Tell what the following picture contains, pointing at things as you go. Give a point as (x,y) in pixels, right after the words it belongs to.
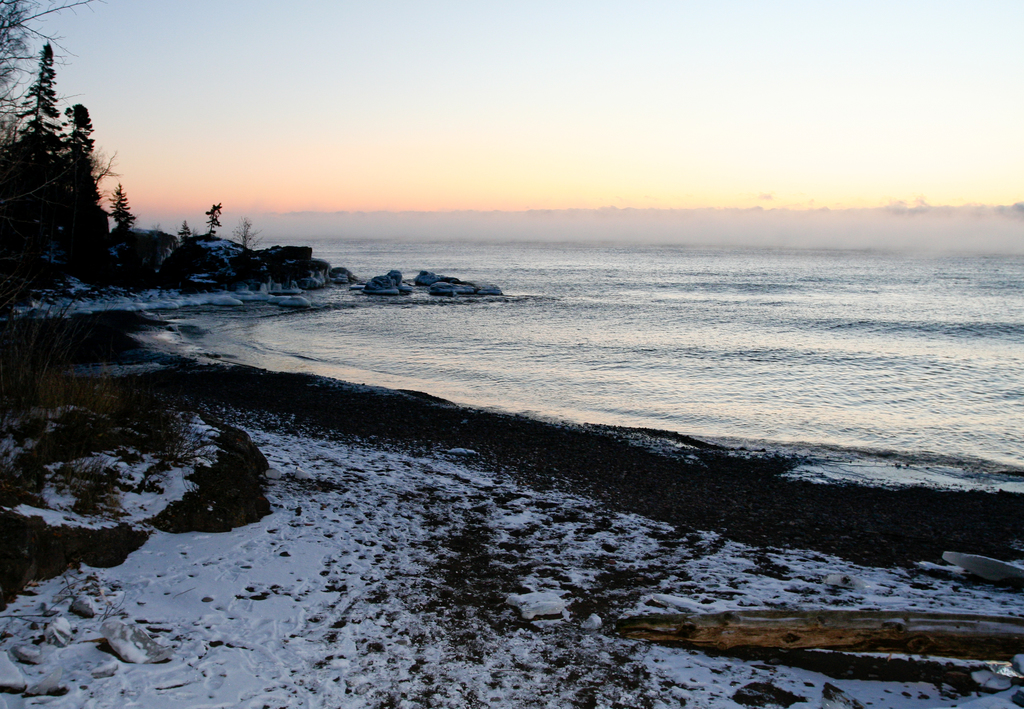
In this image I can see the water (744,442). In the background (123,111) I can see few trees (92,176) and the sky (455,179) is in blue and white color.
